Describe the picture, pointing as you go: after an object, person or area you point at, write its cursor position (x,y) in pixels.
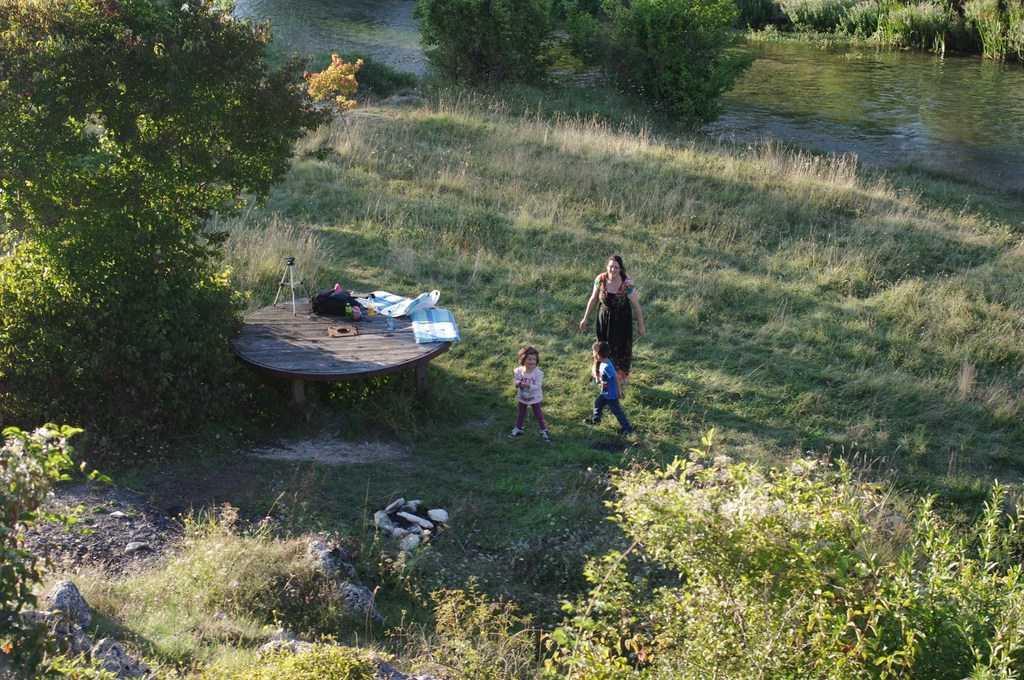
In the picture we can see the grass surface (546,580) on it, we can see a woman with two children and beside them, we can see a table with some things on it and in the background (838,67) we can see the water surface (960,120) around it we can see the plants (504,663).
